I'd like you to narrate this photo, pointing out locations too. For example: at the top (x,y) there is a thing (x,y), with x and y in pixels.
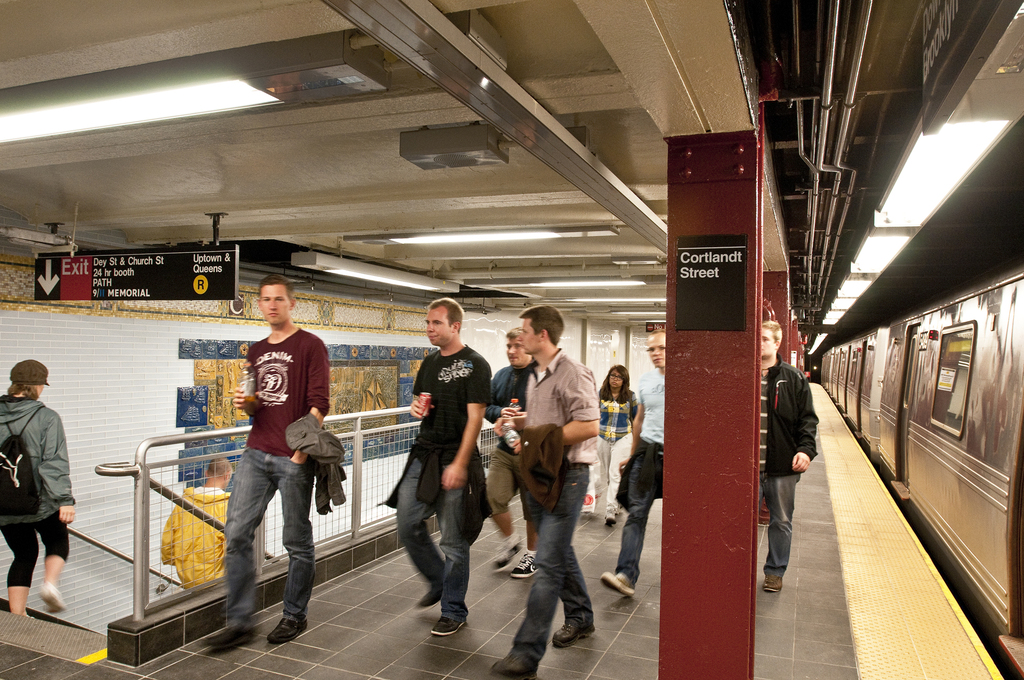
In this image we can see train (921,413) with windows (948,386) and doors (904,424) on the right side (938,402). On the ceiling (483,219) there are lights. Also there are pillars (760,322) and boards (94,275) with something written. There are many people (634,441). Also there is a railing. And there are steps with handle (106,467). And there is a wall (105,385) with some painting (182,347).
